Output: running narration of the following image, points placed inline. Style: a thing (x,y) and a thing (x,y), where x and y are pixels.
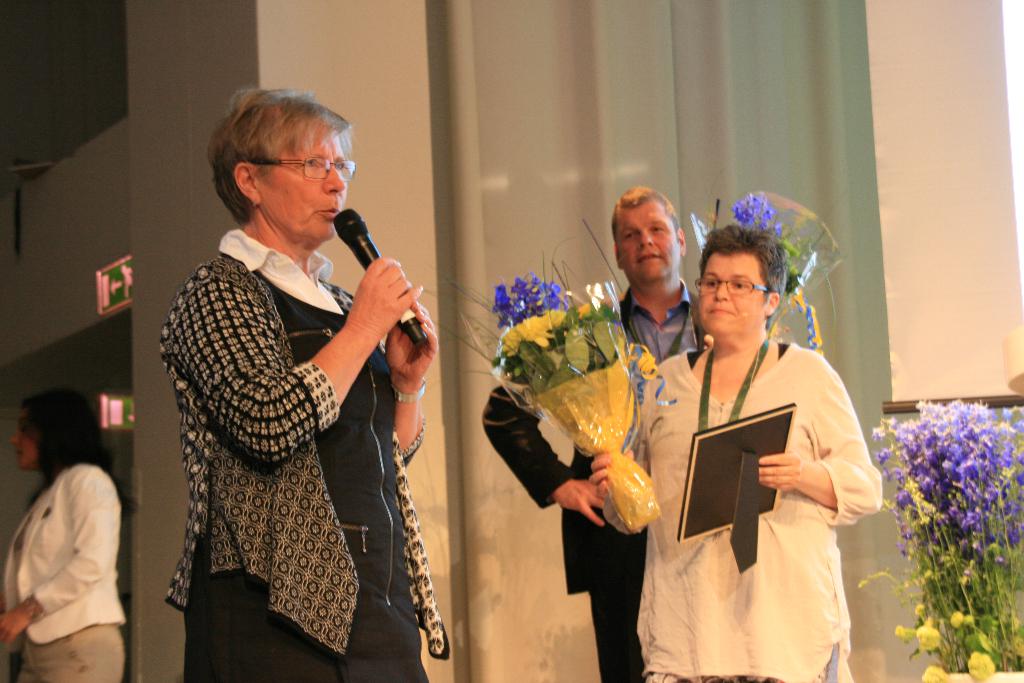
There are four people (417,415). They are standing. in the center (391,356) we have a person (323,509). She is holding a mic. On the right side (762,592) we have a two persons (640,550). They are holding a flower bouquet (541,325) and photo frame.
